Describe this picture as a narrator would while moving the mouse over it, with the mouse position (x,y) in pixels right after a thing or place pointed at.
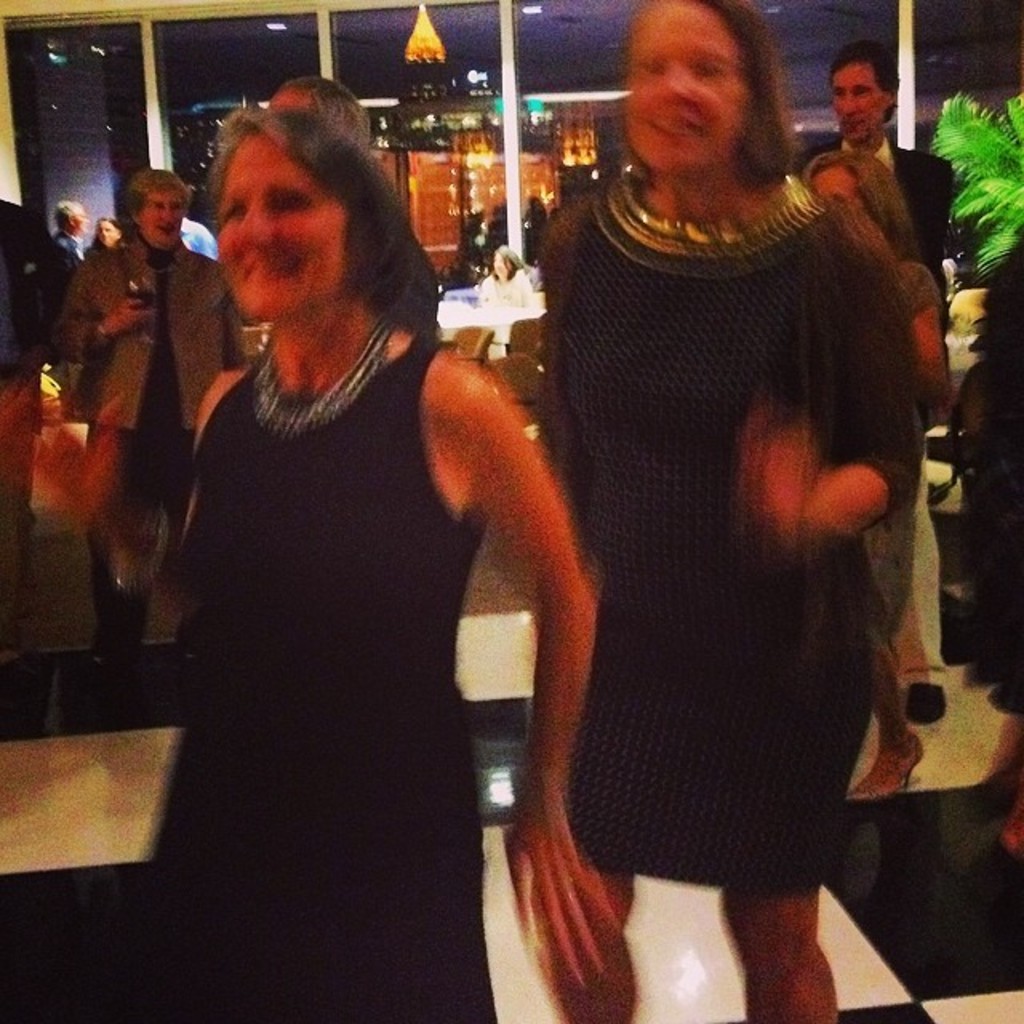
In this picture I can see group of people (796,345) standing, there is a house plant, and in the background (195,31) there are glass doors (372,93).
